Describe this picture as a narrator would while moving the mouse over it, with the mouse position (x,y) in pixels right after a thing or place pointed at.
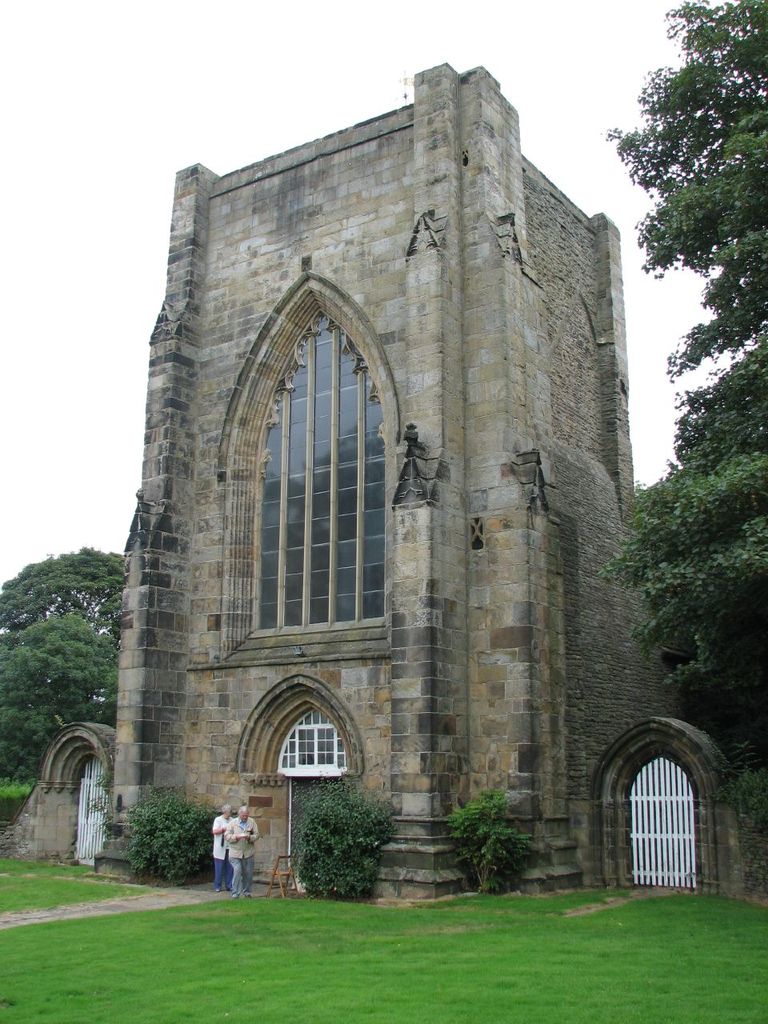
This picture is clicked outside. In the foreground (374,984) we can see the green grass (666,923). In the center (308,501) we can see the building (526,249), trees (50,634), plants (332,883) and the two people (244,847) holding some objects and standing on the ground (277,921) and we can see some objects (282,876). In the background (252,132) we can see the sky (154,134).
